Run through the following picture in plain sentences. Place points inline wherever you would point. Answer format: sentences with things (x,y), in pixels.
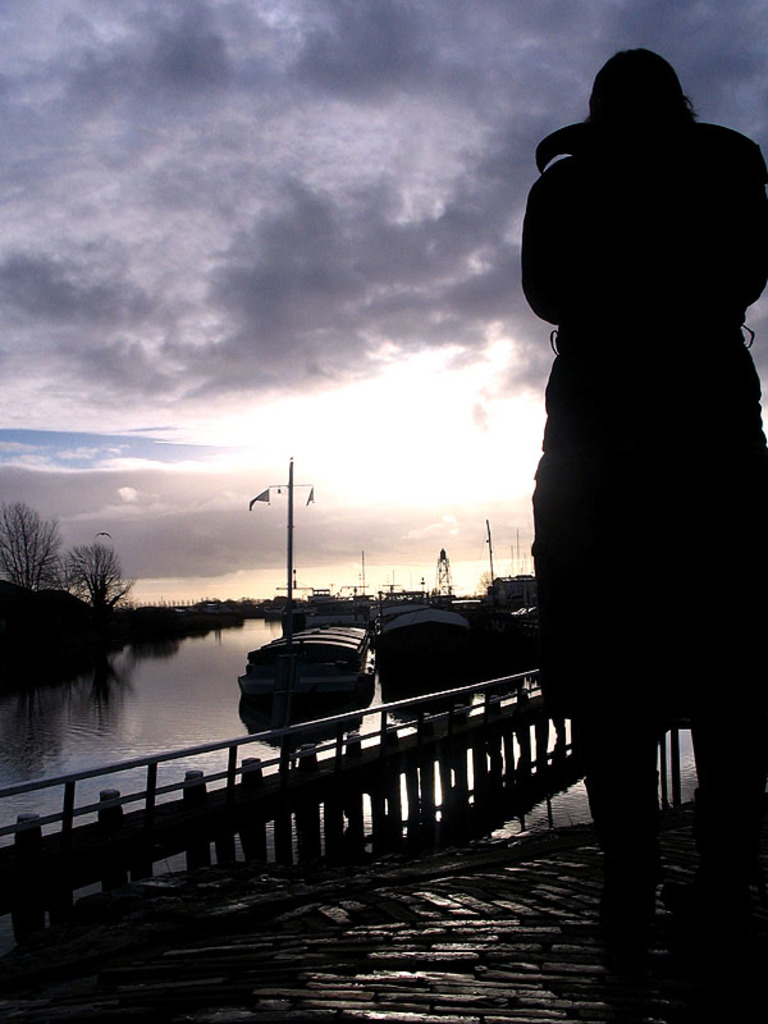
On the right side (619,417), I can see a person (640,636) standing on the ground (557,972). In the background (248,793) there is a railing (484,744) and there are few boats (362,673) on the water (205,661). On the left side (77,583), I can see two trees (48,584). On the top of the image (227,269) I can see the sky (207,228) and clouds (137,177).
